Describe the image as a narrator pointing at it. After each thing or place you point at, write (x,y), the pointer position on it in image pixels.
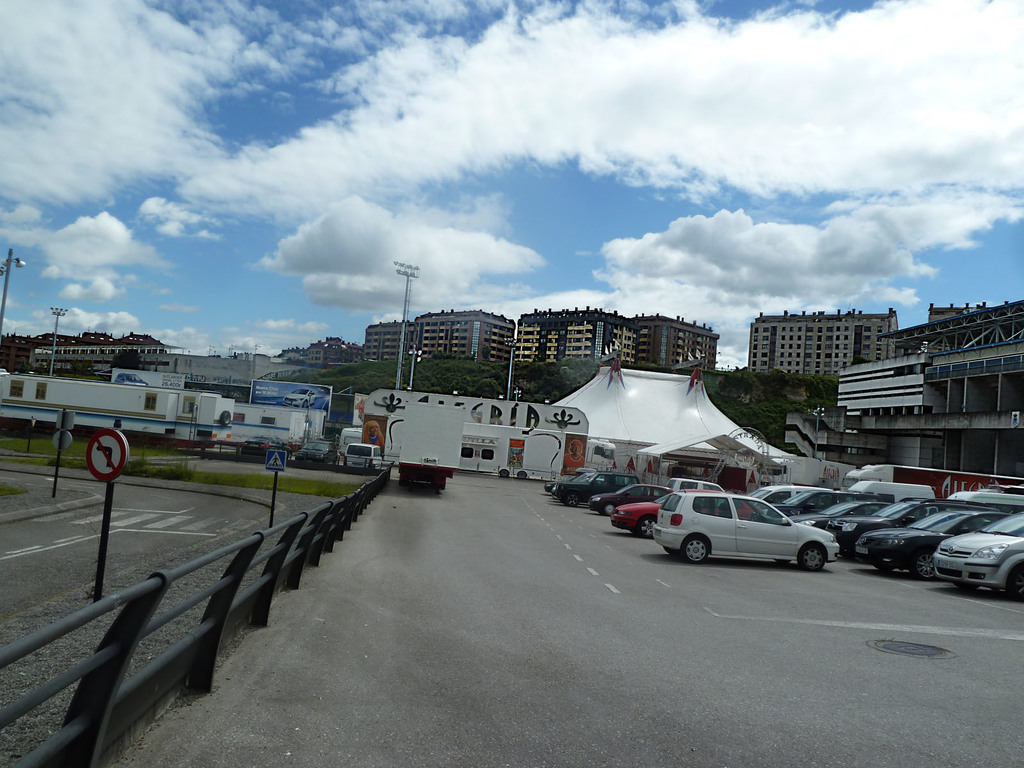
This is a picture taken outside a city. In the foreground of the picture (362,523) it is road (463,523). On the right (854,513) there cars (903,499) and buildings (921,360). On the left (117,478) we can see sign boards (100,451), road (155,534) and railing (285,545). In the middle of the picture (486,352) there are buildings (66,348), street light (409,268), poles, trees (472,375) and other objects (41,388). At the top (372,90) we can see sky (490,180).
